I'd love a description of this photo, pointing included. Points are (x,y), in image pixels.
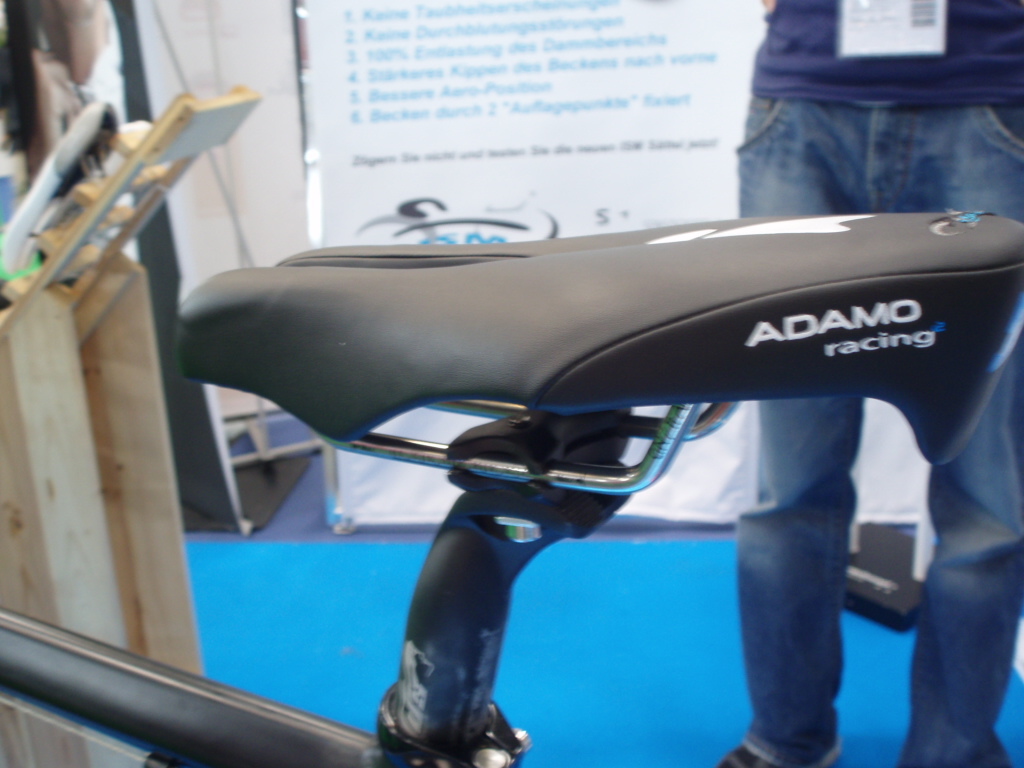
In this picture I can observe a black color seat (495,295). On the right side (884,73) there is a person (868,143) standing, wearing a tag (885,47) in his neck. In the background (474,112) I can observe a poster (611,185) on the board (562,97). There is some text (430,93) on the poster (477,143).
